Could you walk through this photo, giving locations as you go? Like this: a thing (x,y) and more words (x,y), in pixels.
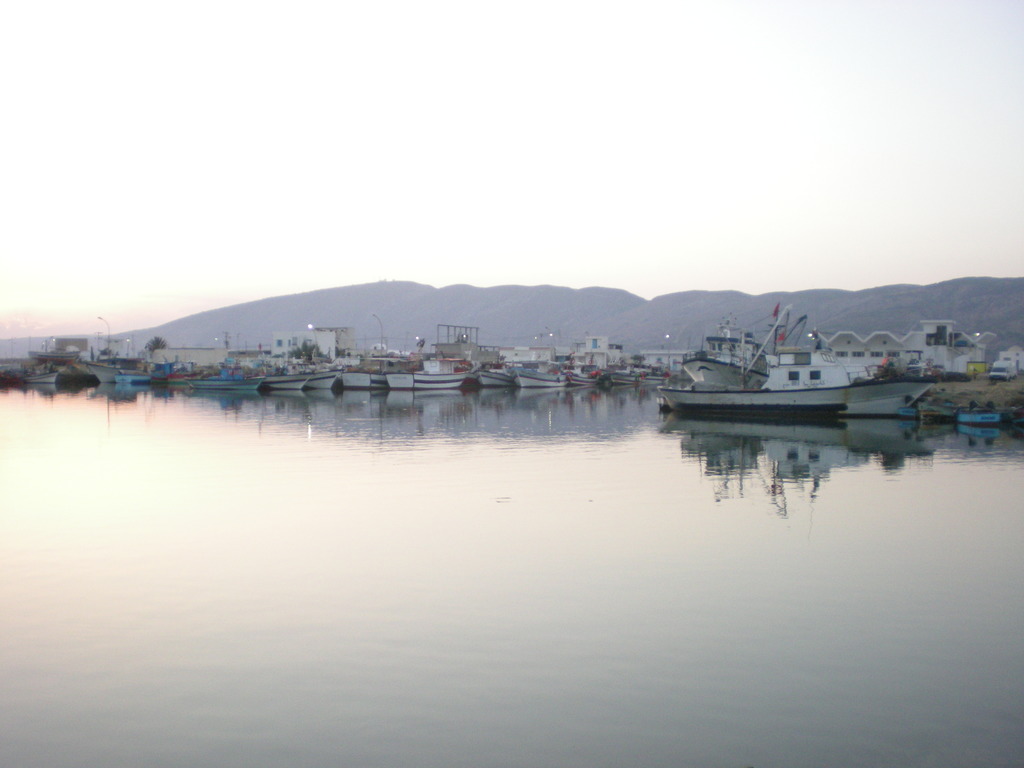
In the picture I can see water (470,529) and there are few boats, buildings (585,349) and mountains (551,314) in the background (530,324).
